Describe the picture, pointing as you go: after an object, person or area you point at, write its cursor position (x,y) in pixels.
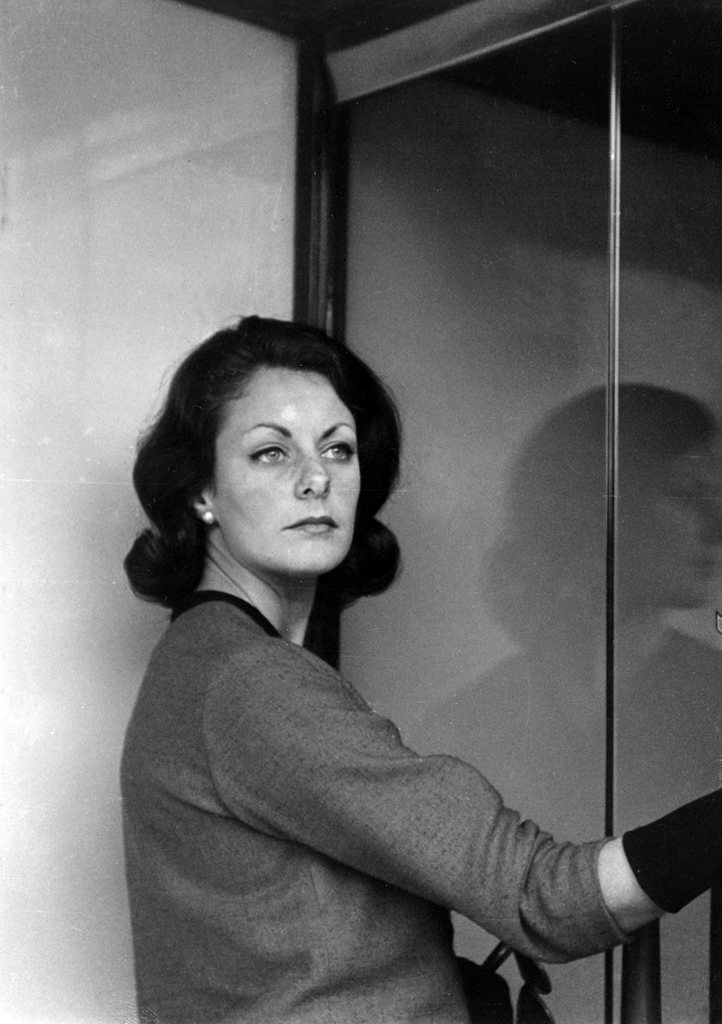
In the image in the center (292,549), we can see one person (219,745) standing. In the background (95,279) there is a wall (125,266) and lift (501,259).
